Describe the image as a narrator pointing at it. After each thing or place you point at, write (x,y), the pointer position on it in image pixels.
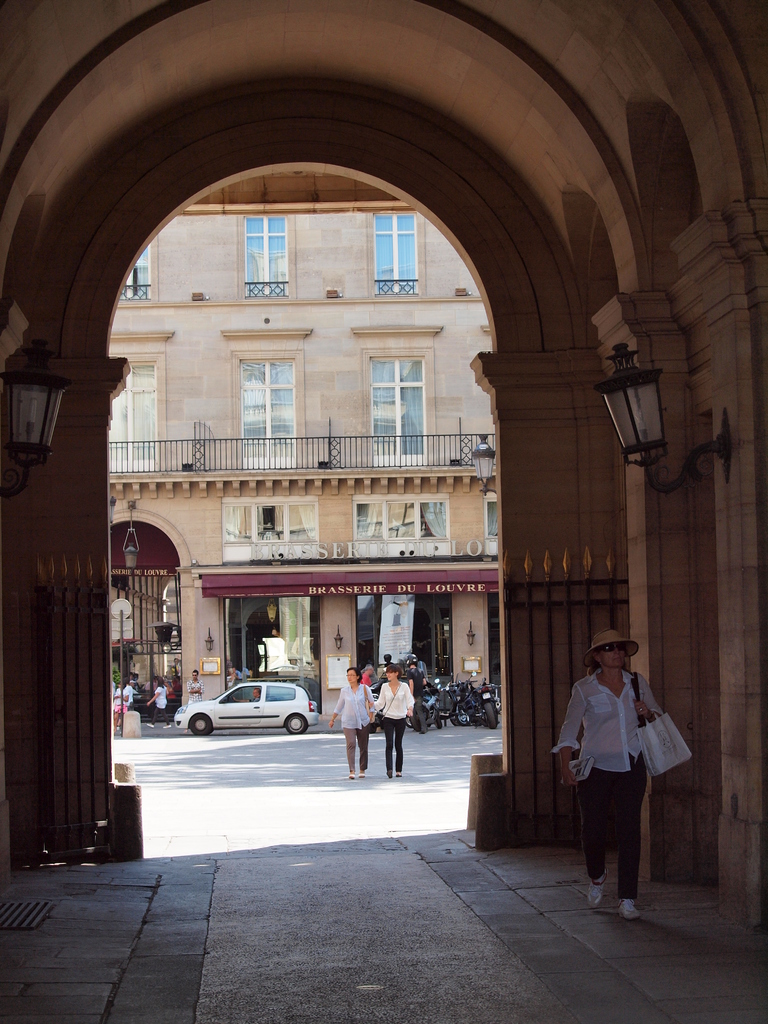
In this image I can see building (212,229), in front of building (146,491) there are motorcycles (472,676), car (192,714), persons (161,701), road (183,782) visible, there is a entrance gate (218,115) visible in the middle (509,601), in front of entrance gate (59,212) there is a person (563,751) and a lamp (685,472) attached to the wall (672,413) of entrance gate (719,426).
